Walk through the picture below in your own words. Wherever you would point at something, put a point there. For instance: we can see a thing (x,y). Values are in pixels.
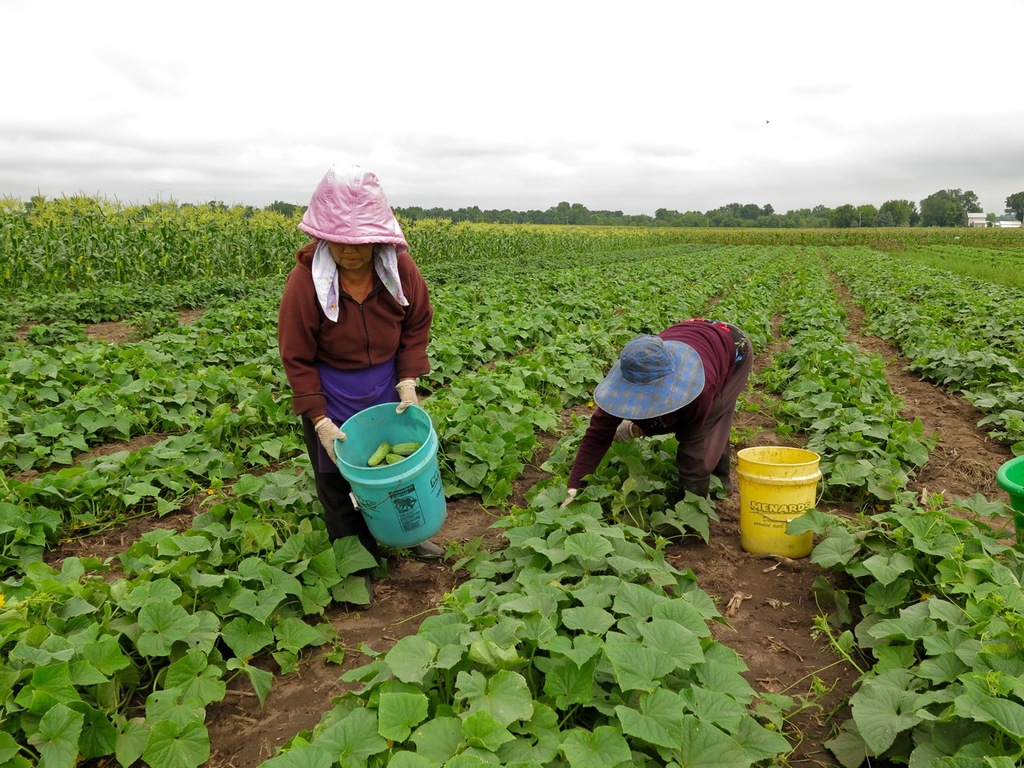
On the left side (298,344), there is a person (356,197) wearing a pink color cap (379,208), holding a green color bucket (429,489), in which there are vegetables (417,449), and standing on a ground (406,574) on which there are plants (713,261). On the right side (694,332), there is another person (645,336) wearing a blue color cap (688,356), bending to the ground (548,505). Beside this person (578,478), there is a yellow color bucket (753,520) on the ground (799,621). In the background (882,284), there are trees (1017,204), plants (958,233), a building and there are clouds (194,172) in the sky (573,141).
